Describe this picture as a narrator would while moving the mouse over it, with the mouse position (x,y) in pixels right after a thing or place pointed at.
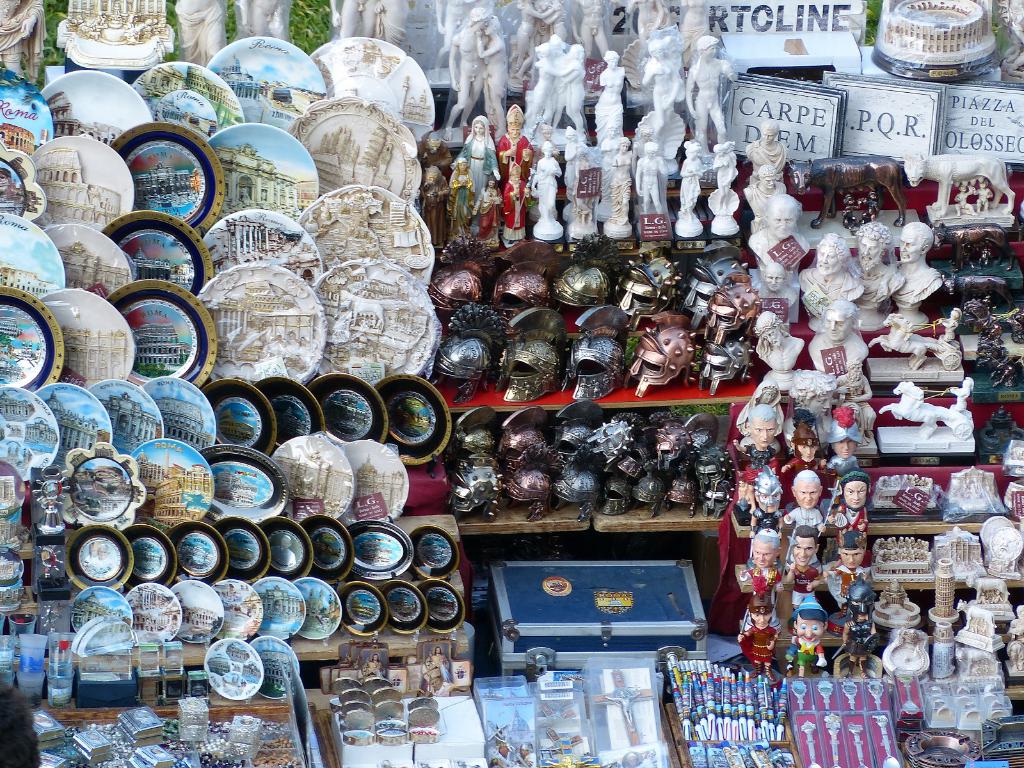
In this image there are many ceramic objects (255,283), in the middle (469,449) there is a box (662,596), helmets (475,432), in the bottom (716,723) there are watches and pens (729,733).
